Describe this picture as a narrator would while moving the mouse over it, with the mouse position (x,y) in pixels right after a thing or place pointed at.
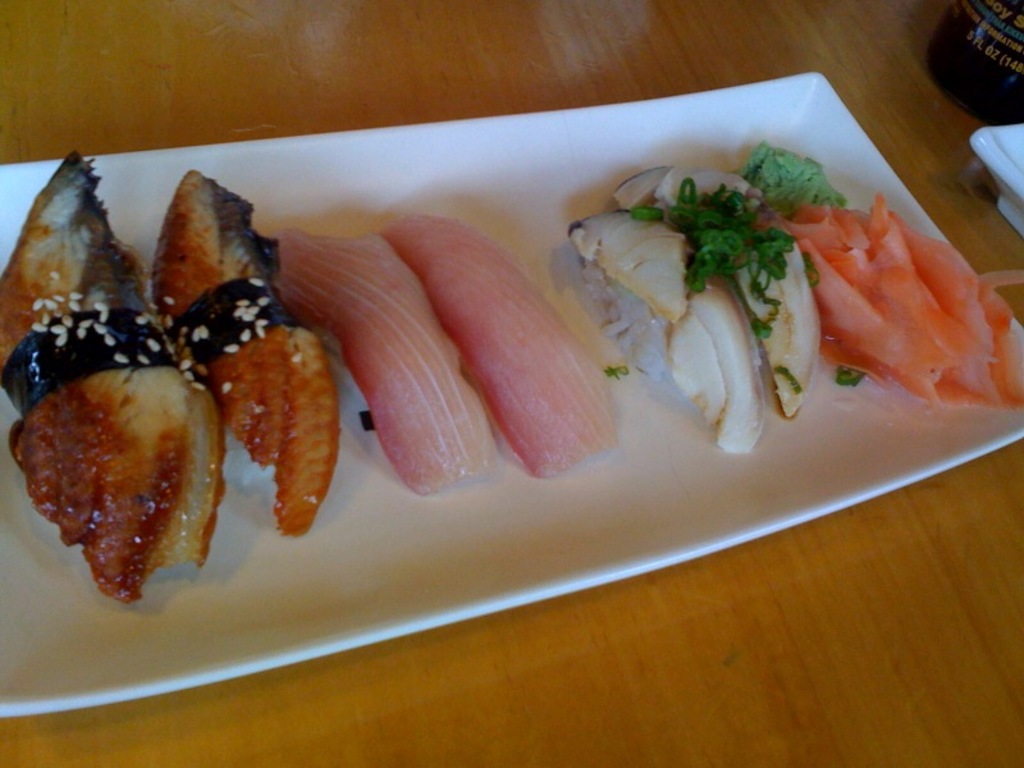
In the image on the wooden surface (428,660) there is a plate (16,529) with different types of food items (677,263) in it. In the top right corner of the image (972,86) there is a bottle (991,37) and also there is a white object (1002,146).
